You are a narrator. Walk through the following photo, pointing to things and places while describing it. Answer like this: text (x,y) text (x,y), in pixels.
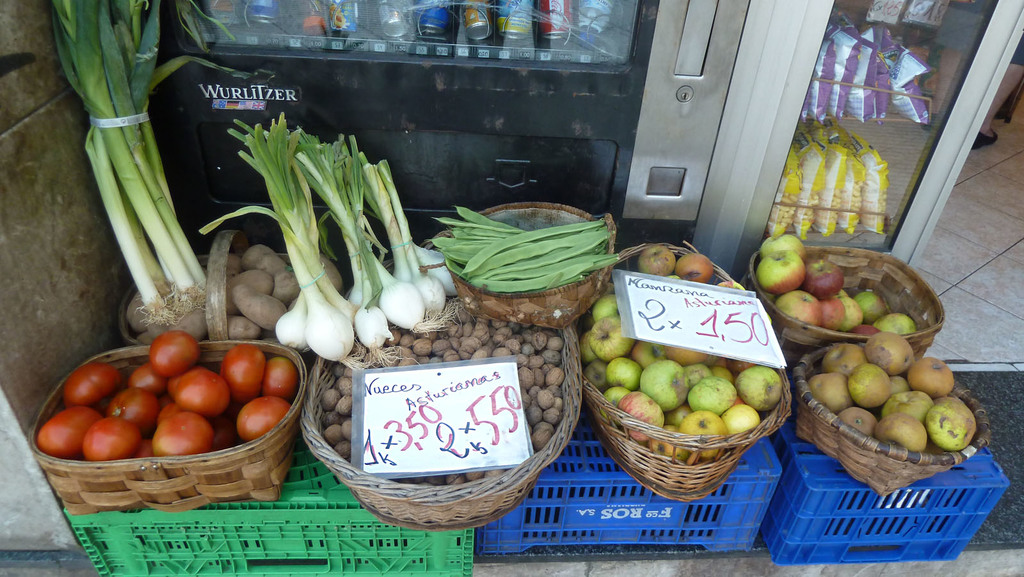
In this image we can see few vegetables (238,302) and fruits (676,351) in the baskets (576,349) which are on the boxes (295,532), in the background (825,68) there are few packets (854,100) in the cupboard (845,118) and there is an object (537,114) looks like a refrigerator (334,54) with tins (443,26) in it.
